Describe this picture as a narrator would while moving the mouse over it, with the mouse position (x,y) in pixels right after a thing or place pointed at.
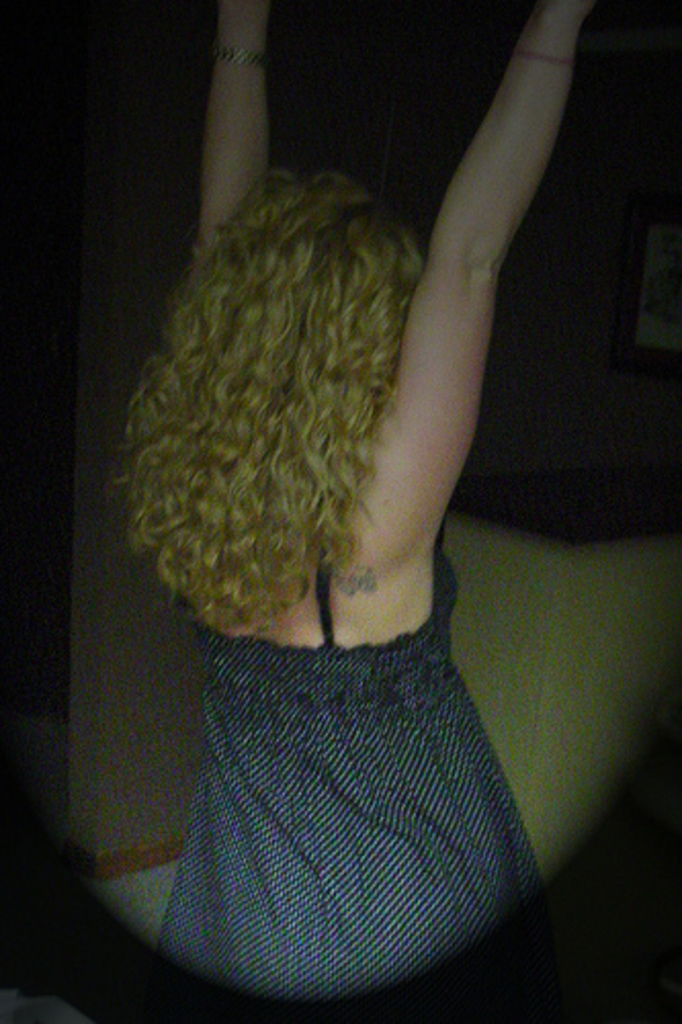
In this image we can see a woman (409,886) standing. On the right side of the image (679,240) we can see a photo frame (670,246) on the wall (679,433).
